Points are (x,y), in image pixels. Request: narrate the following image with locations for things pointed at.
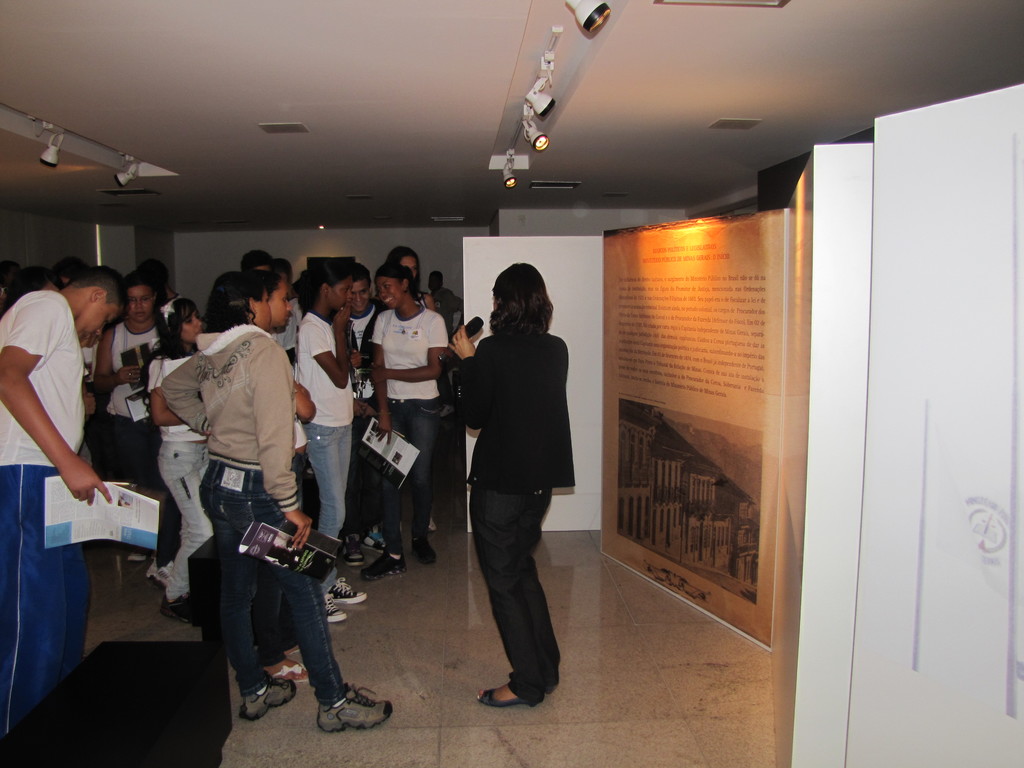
In this image on the left side (205,419) I can see a group of people (269,395). At the top (593,26) I can see the lights (509,158).
